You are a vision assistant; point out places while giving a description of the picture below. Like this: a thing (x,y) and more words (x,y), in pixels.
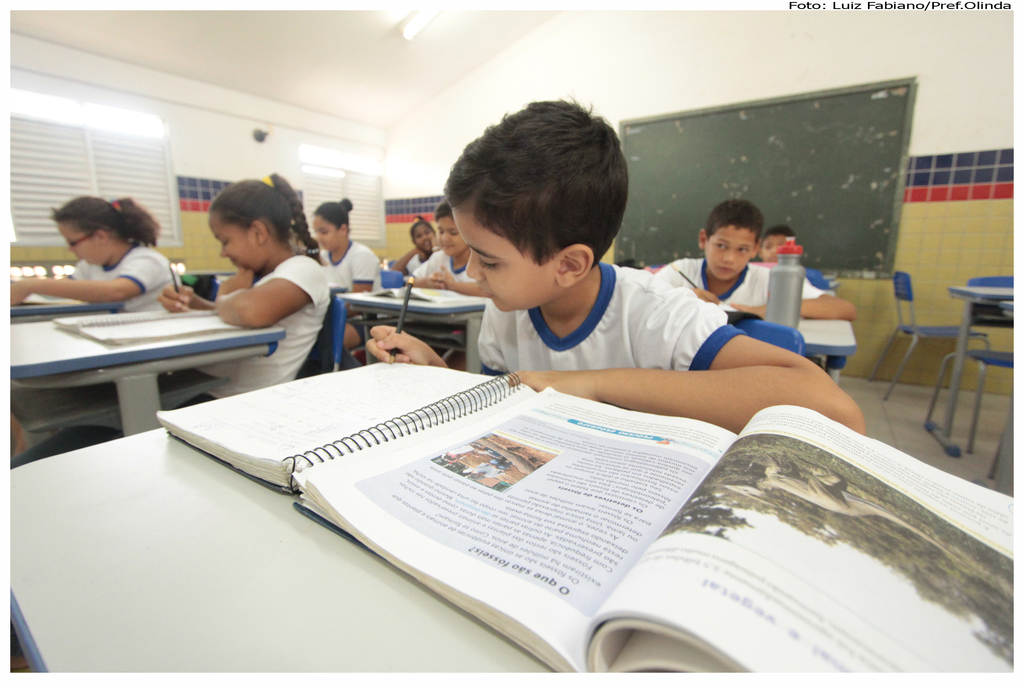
In the center of the image (632,361) we can see one kid (726,380) is holding some object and he is writing something on the book (357,400). In front of him, we can see one table (349,568). On the table (224,642), we can see the books (510,509). In the background (545,92) there is a wall (450,130), board (797,127), window blinds (129,188), lights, tables (433,336), chairs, one bottle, books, few kids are sitting, few kids (265,269) are holding some objects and a few other objects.
